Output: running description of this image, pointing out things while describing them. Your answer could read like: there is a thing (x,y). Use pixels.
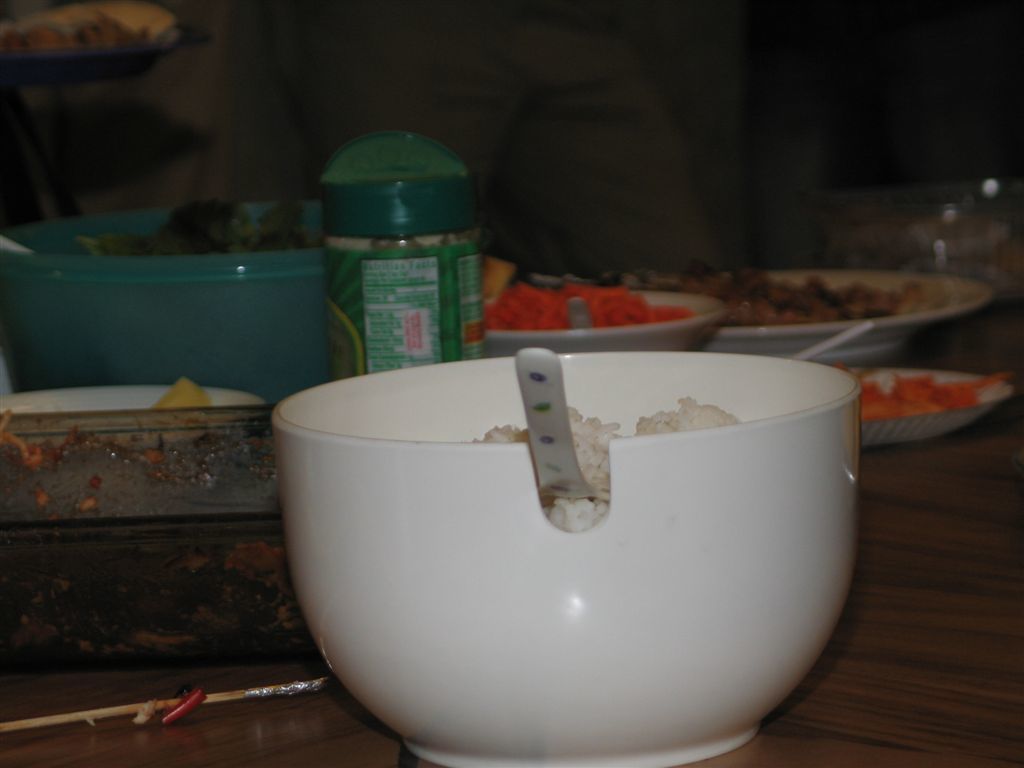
In this picture we can see bowl (477,394), bottle (423,224), plate (522,340), sticker (471,358) placed on some table (874,571) and in background (468,95) it is dark.
